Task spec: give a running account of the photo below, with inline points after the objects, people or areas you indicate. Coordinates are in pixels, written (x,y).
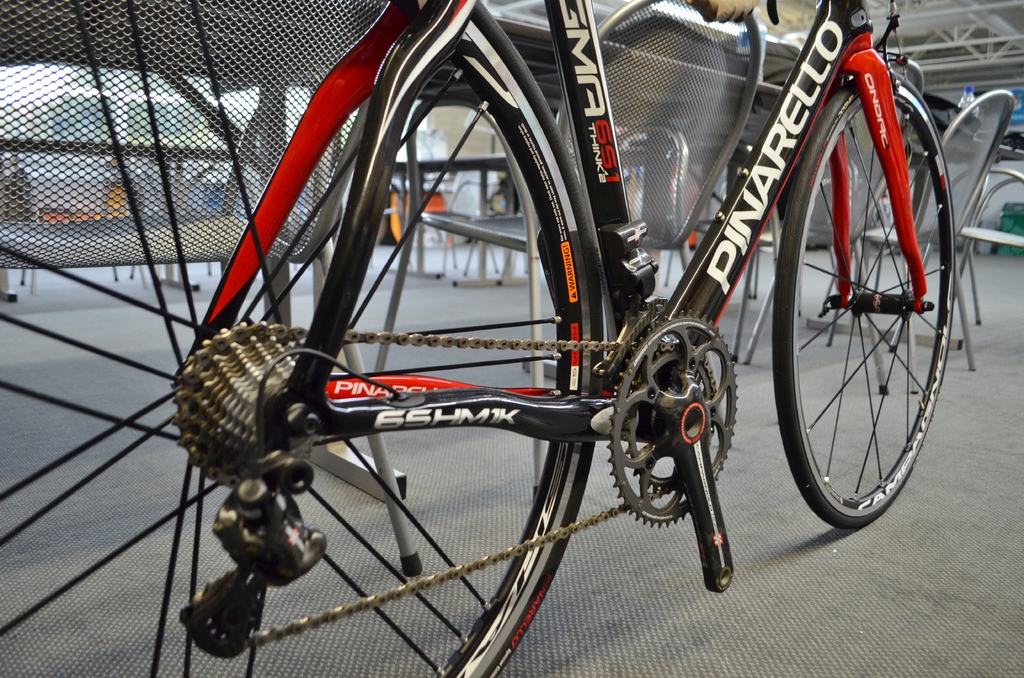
In the center of the image (653,399) there is a cycle (553,450) on the floor (664,583). In the background (978,188) we can see chairs (963,174), tables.
